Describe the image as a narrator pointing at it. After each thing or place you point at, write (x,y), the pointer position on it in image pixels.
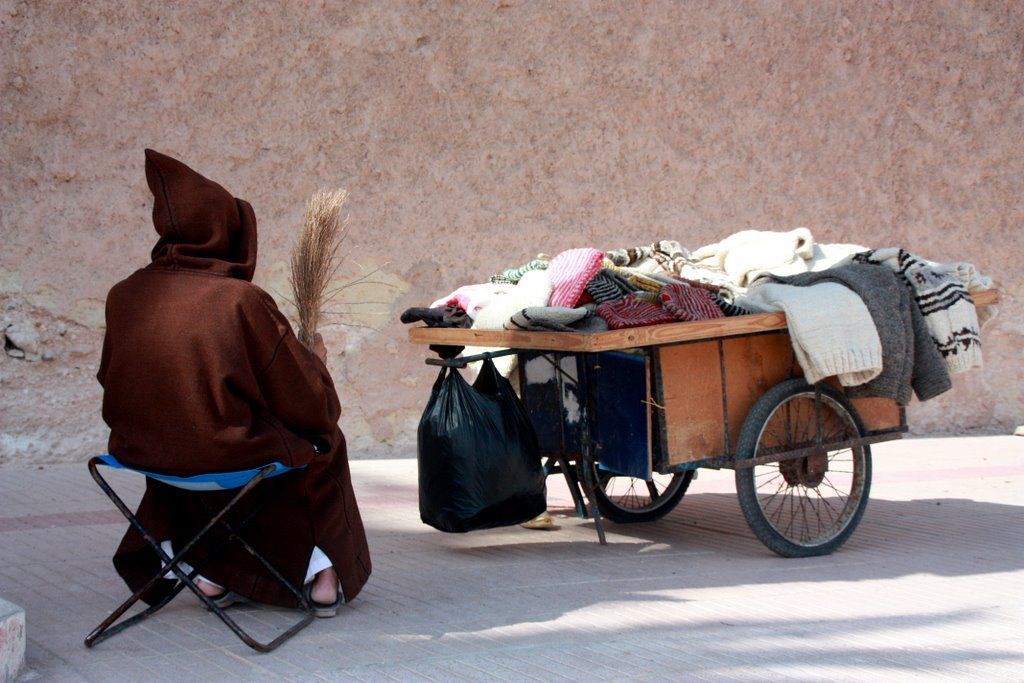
In this image, I can see a person (332,531) sitting on a stool (285,470) and holding a broomstick (312,283). I can see a wheel cart (713,388) with the clothes (585,318) and a bag (419,431) hanging to it. In the background (225,125), there is the wall (445,119).
